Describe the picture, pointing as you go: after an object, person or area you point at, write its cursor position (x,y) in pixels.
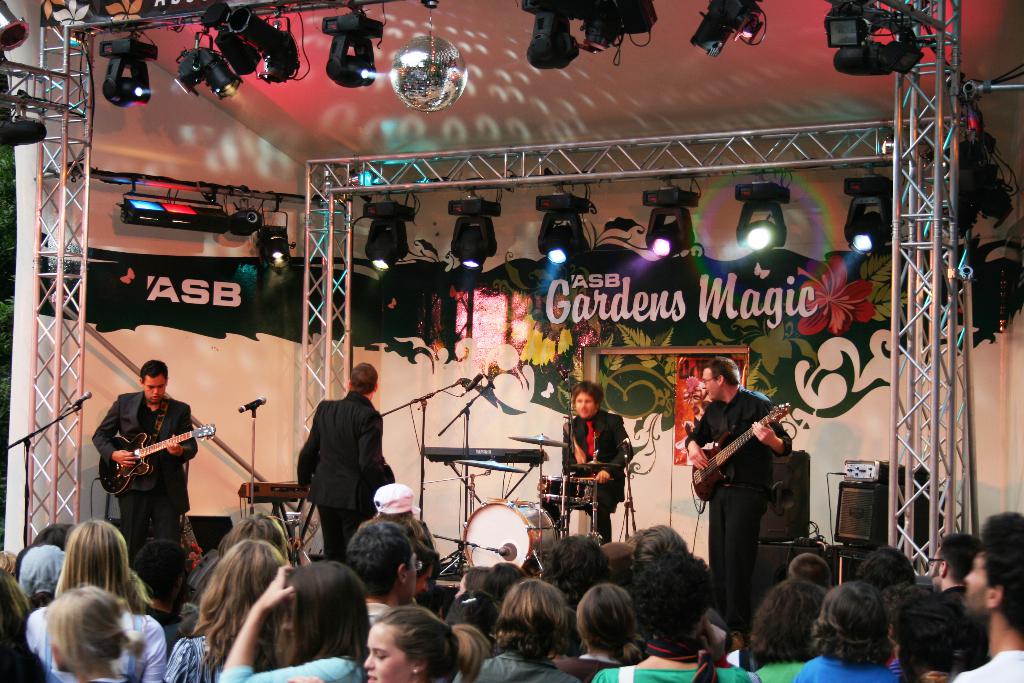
In the image there are three people (178,451) standing. On left side (134,426) there is a man (134,418) holding a guitar (144,460) and playing it in front of a microphone (242,412) and right side (719,444) there is another man (754,426) holding guitar (715,463) and playing it. In middle (615,429) there is a person (615,415) sitting on chair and playing a musical instrument (579,477) and there are group of people (754,651) as audience (637,646) in background (640,365) there are hoardings (650,331) on top (477,121) there is a roof (503,139) with few lights (572,251).
